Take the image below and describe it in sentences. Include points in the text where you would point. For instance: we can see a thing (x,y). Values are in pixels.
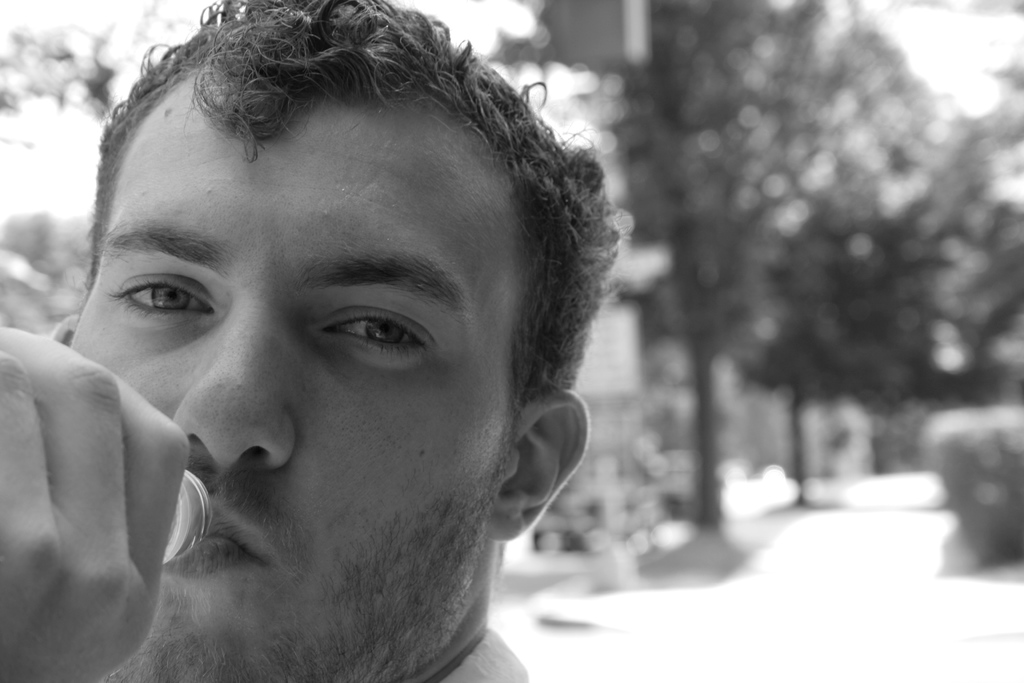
There is a black and white image. In this image, there is a person (564,367) holding a bottle (177,515) with his hand (123,504). In the background (800,101), image is blurred.
